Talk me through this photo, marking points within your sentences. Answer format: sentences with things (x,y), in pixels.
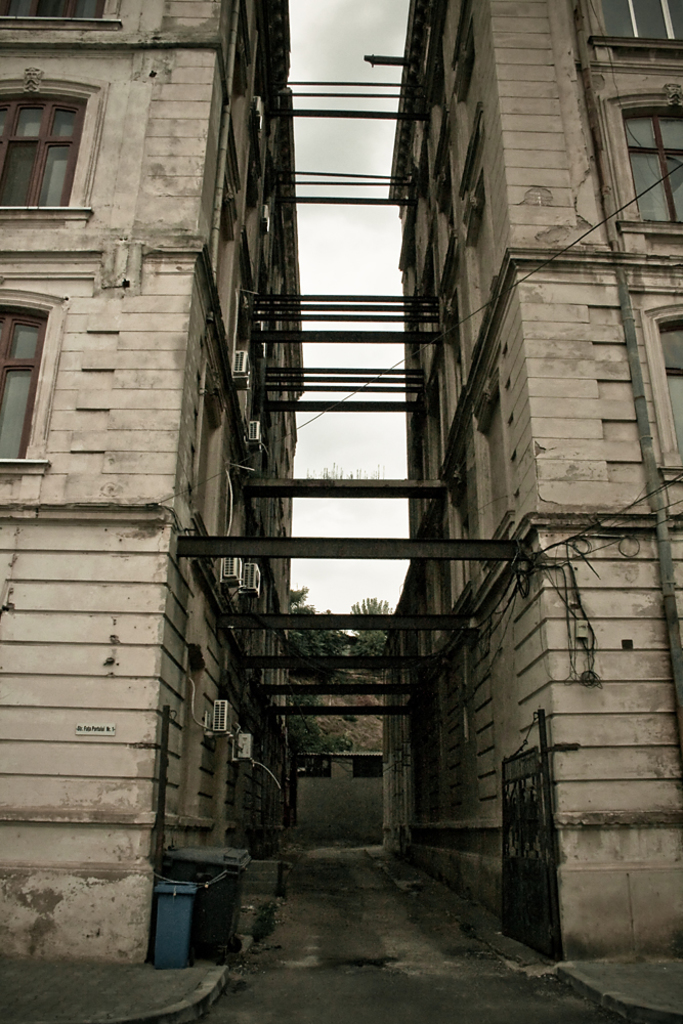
In the image we can see some buildings (642,108) and dustbin (216,937). Behind the building (639,399) there are some trees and clouds (384,77) and sky (374,29).
